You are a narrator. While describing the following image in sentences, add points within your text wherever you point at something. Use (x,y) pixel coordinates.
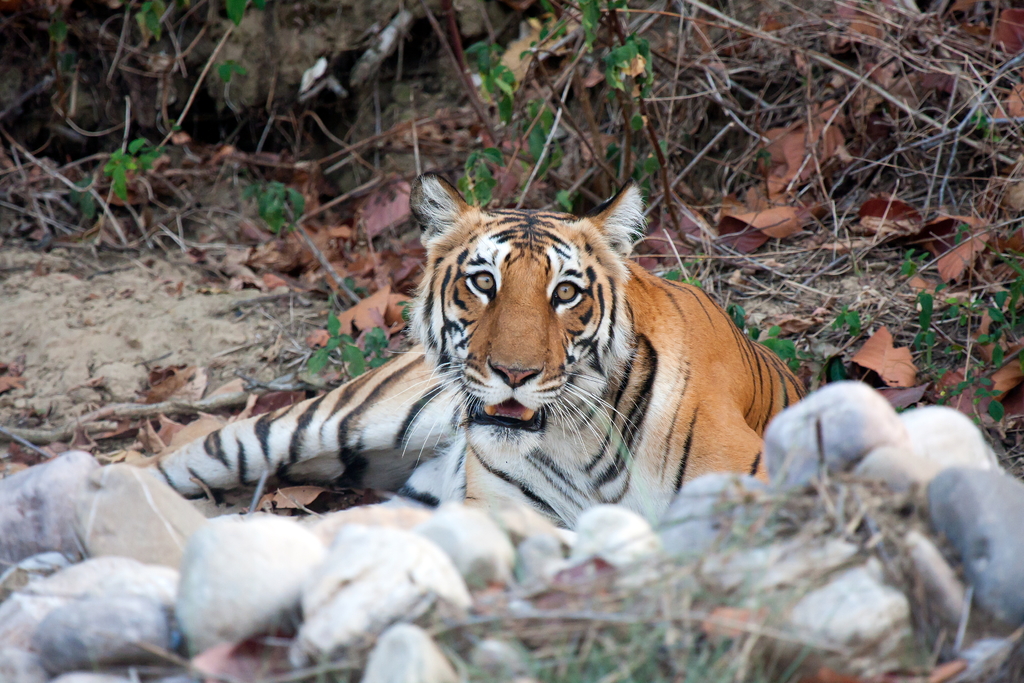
This image consists of a tiger (576,442) sitting on the ground (174,335). At the bottom (1016,567), we can see the rocks (991,603) along with the grass (670,572). In the background (615,116), there are dried plants (597,162) and leaves (370,235).
